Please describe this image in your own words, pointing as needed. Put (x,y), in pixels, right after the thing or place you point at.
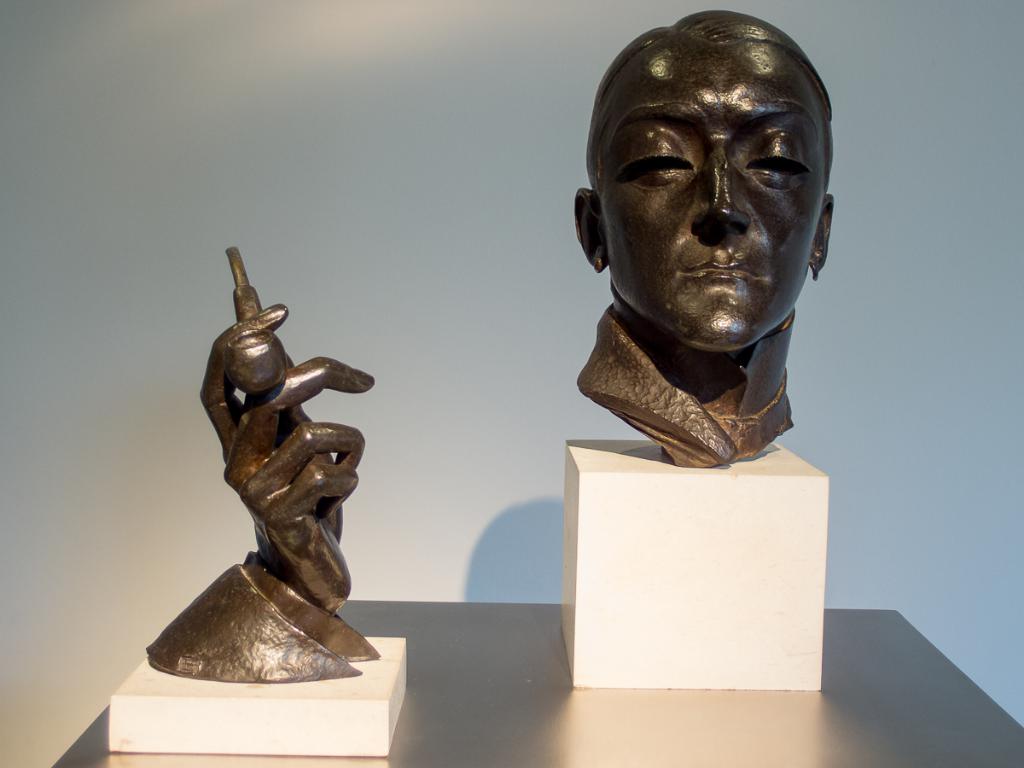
In this image in the center (655,259) there are sculptures (623,288) on the boxes (568,627), at the bottom (873,638) it looks like a table (913,697) and in the background (92,480) there is wall (894,376).
